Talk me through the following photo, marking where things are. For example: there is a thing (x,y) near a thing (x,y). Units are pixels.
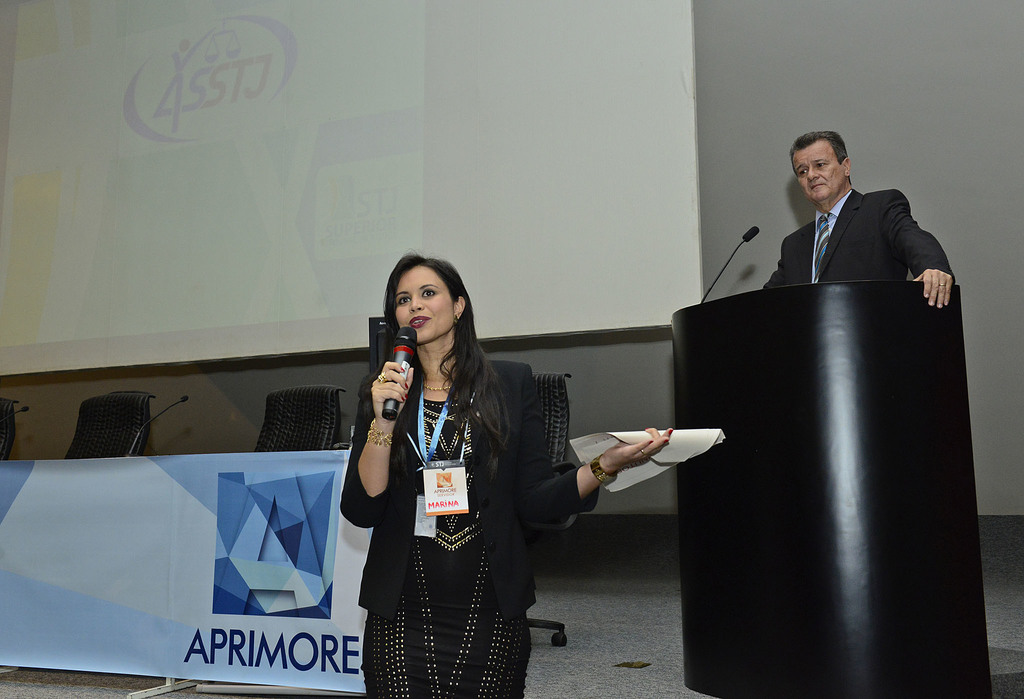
In the center of the image (400,389) we can see a woman (391,434) holding the mike (398,361) and also the paper (579,439) and standing. In the background (815,150) we can see the stage (620,600) with a man (819,199) standing in front of the podium (778,317) and also mike (728,264). We can also see the chairs (97,434), mics (137,438), a banner (182,522) with text (352,643). We can also see the display screen (399,139) and also the plain wall (891,144).
